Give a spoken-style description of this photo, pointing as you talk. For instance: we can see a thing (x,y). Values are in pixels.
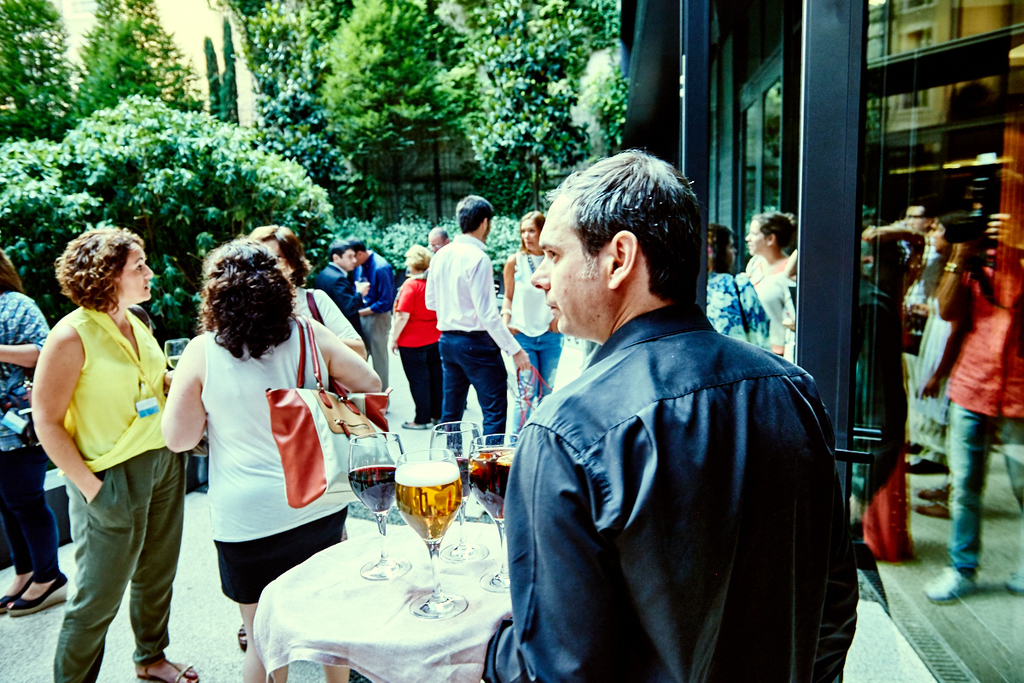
In the foreground of the picture (279,341) there are people (89,294). In the middle (623,417) we can see a person (546,554) holding a tray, on the tray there are glasses (422,468). In the background (352,99) there are trees (325,158). On the right (927,190) we can see a glass window (882,131) and a building (736,88).
